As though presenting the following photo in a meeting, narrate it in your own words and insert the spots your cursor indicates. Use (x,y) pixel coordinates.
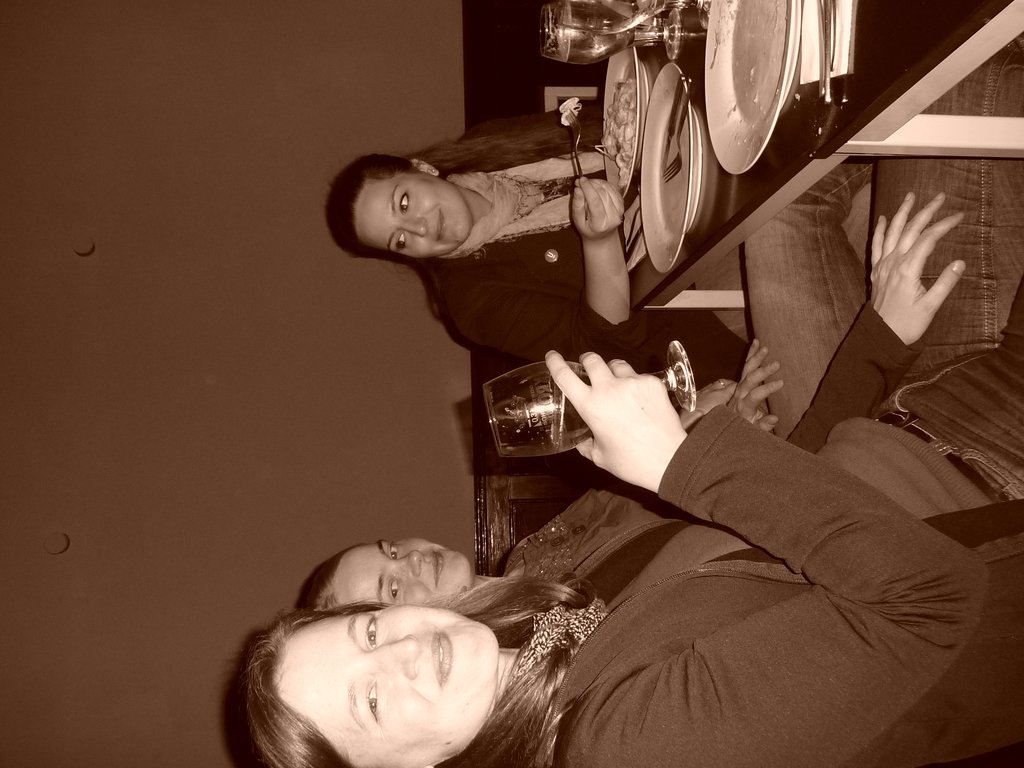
This picture describes about group of people (578,375), in the middle of the image (594,371) we can see a woman (514,663), she is smiling and she is holding a glass (527,437), in front of them we can see few plates (639,86), spoons (821,13), glasses (646,24) and other things (813,1) on the table (684,26).
